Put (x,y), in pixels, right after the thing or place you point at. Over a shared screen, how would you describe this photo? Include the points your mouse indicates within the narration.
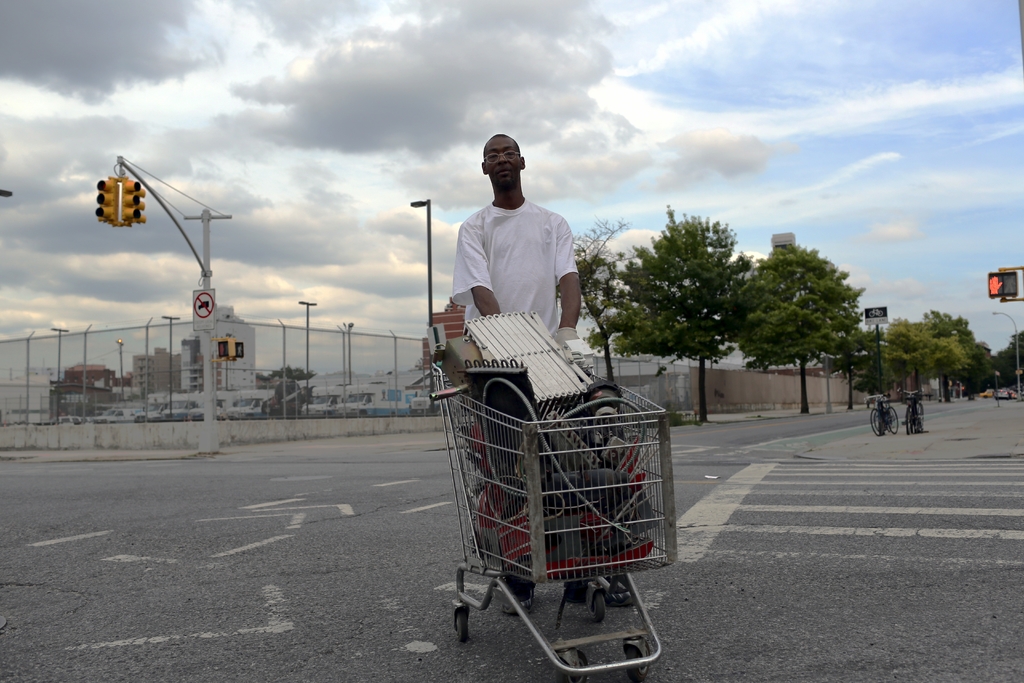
In this picture there is a man (510,266) who is standing near to the trolley (537,527). On the right (913,410) I can see the bicycles (888,401) which are parked near to the poles (880,391), sign boards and signals (1005,280). Beside that I can see the zebra crossing (817,506). In the background (900,376) I can see the street lights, trees (892,360), fencing (343,333), poles (881,375), buildings (248,332), plants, glass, roads (790,501) and other objects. At the top (605,48) I can see the sky (504,30) and clouds (516,9). On the left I can see the sign boards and traffic signals (224,339).
